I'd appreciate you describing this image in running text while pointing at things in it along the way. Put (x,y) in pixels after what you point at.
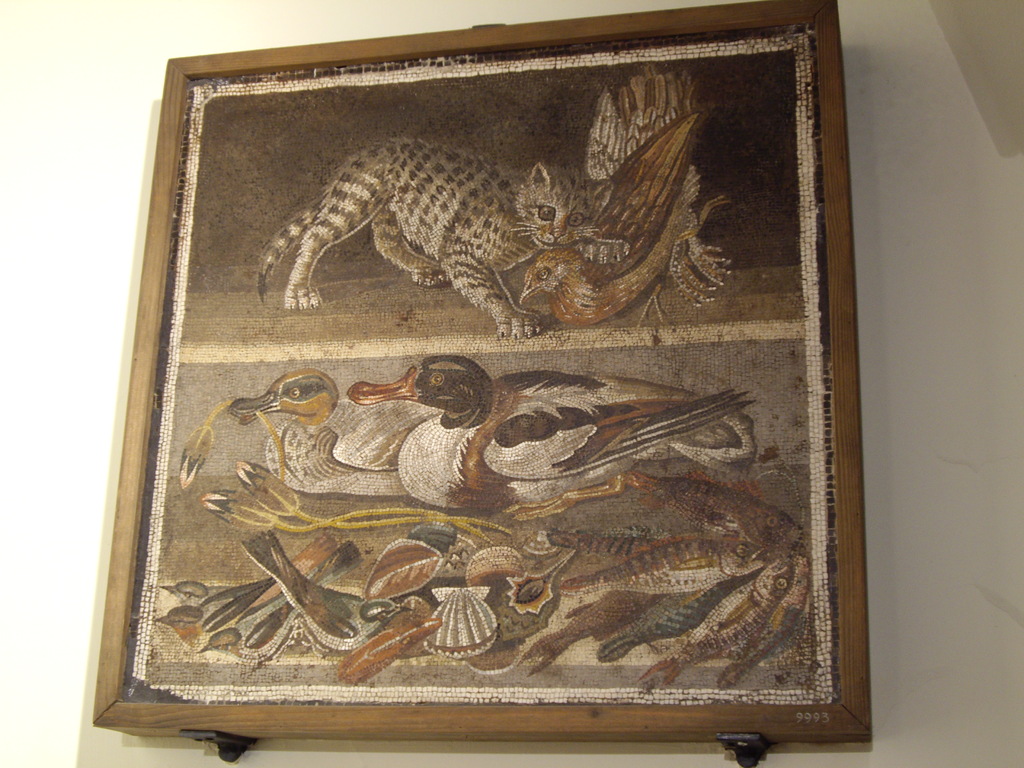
In this picture we can see a photo frame (822,233), there is a picture (647,255) of ducks (649,393) and a cat (494,185) in the frame (853,516), in the background (904,362) there is a wall (895,409).
